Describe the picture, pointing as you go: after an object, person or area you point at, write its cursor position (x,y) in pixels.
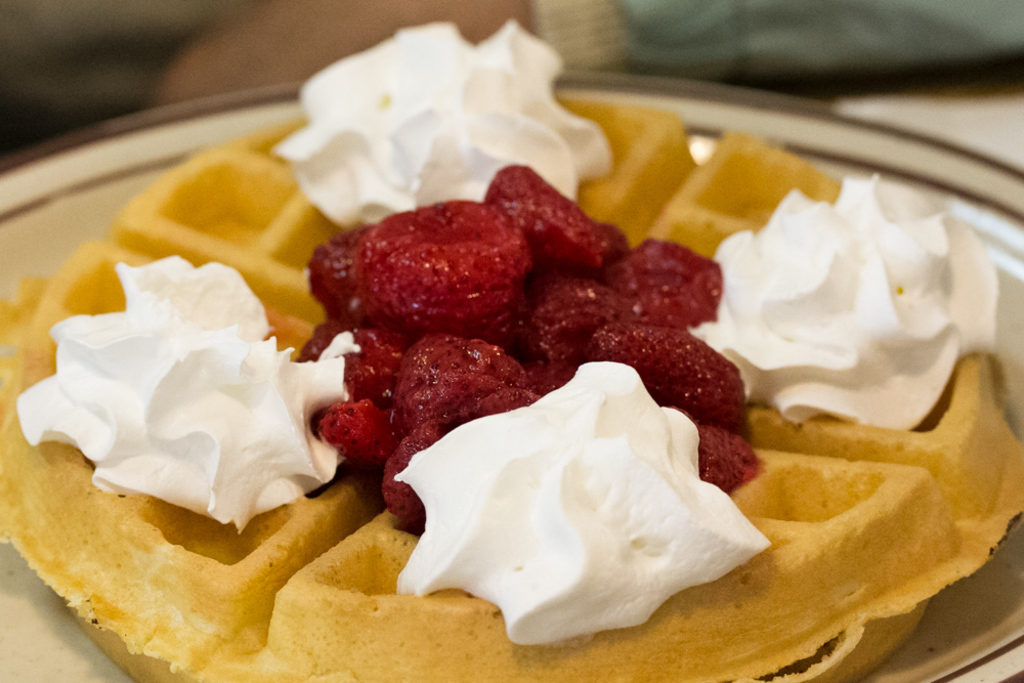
In the image there is a dessert (329,293) prepared with waffles (168,591).
